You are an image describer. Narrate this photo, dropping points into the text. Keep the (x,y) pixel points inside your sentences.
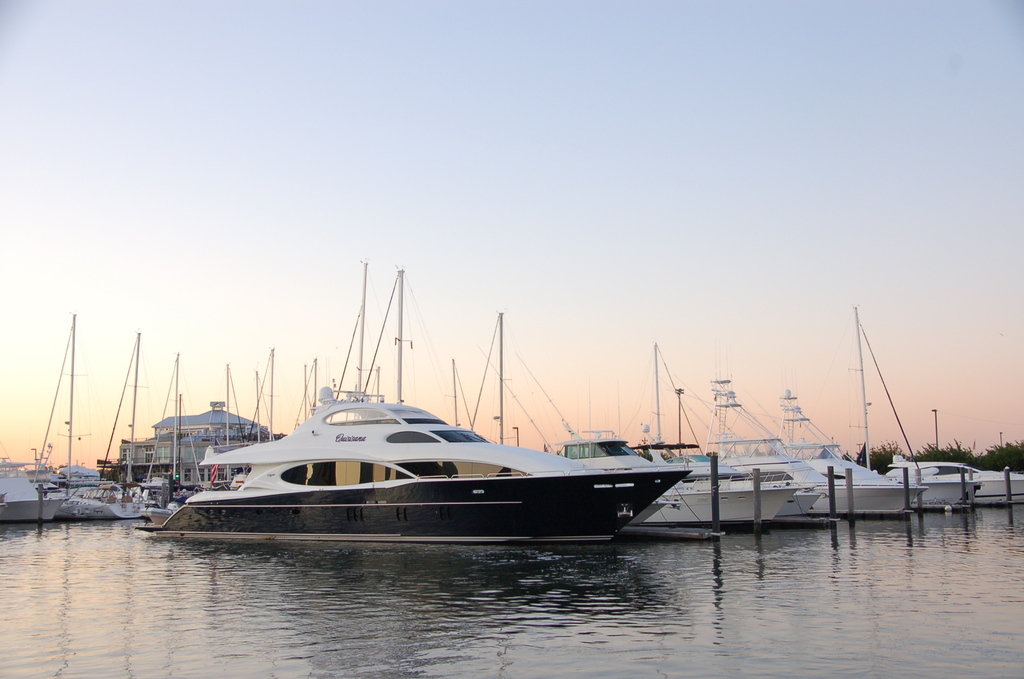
In this picture we can see some boats (266,474) here, at the bottom (402,630) there is water (396,642), we can see some trees (885,451) in the background (919,447), there is the sky (653,217) at the top of the picture (566,107).
